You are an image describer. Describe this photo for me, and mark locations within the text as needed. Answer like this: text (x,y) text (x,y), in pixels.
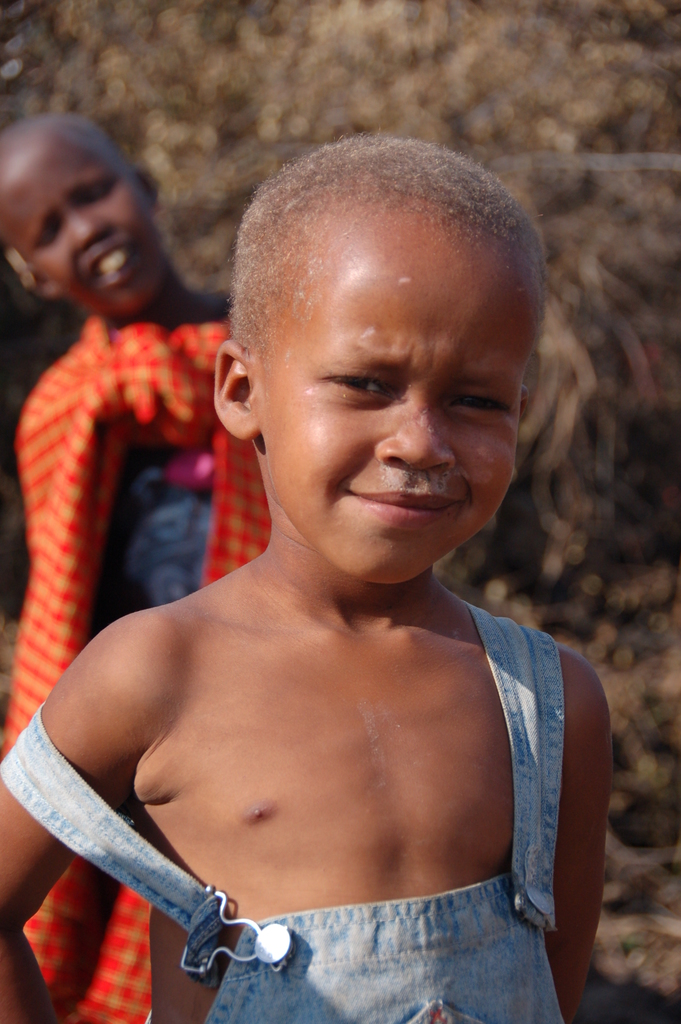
In the picture we can see a small child (377,983) standing with a bald head (497,243) and behind we can see another person (94,205) standing.
